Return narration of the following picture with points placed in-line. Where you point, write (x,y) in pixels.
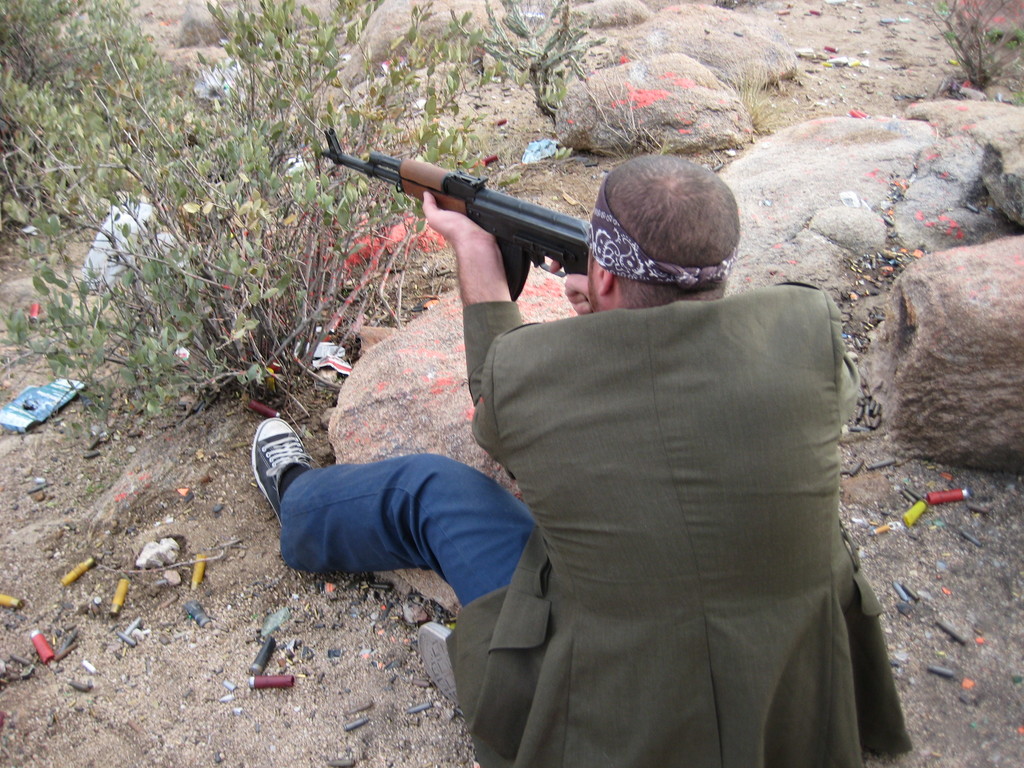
In this image there is a person (772,551) sitting on the surface (347,679) and he is holding a gun (504,245), in front of him there are a few plants (312,156) and rocks (828,151), there are a few objects (42,416) on the surface (145,639).
